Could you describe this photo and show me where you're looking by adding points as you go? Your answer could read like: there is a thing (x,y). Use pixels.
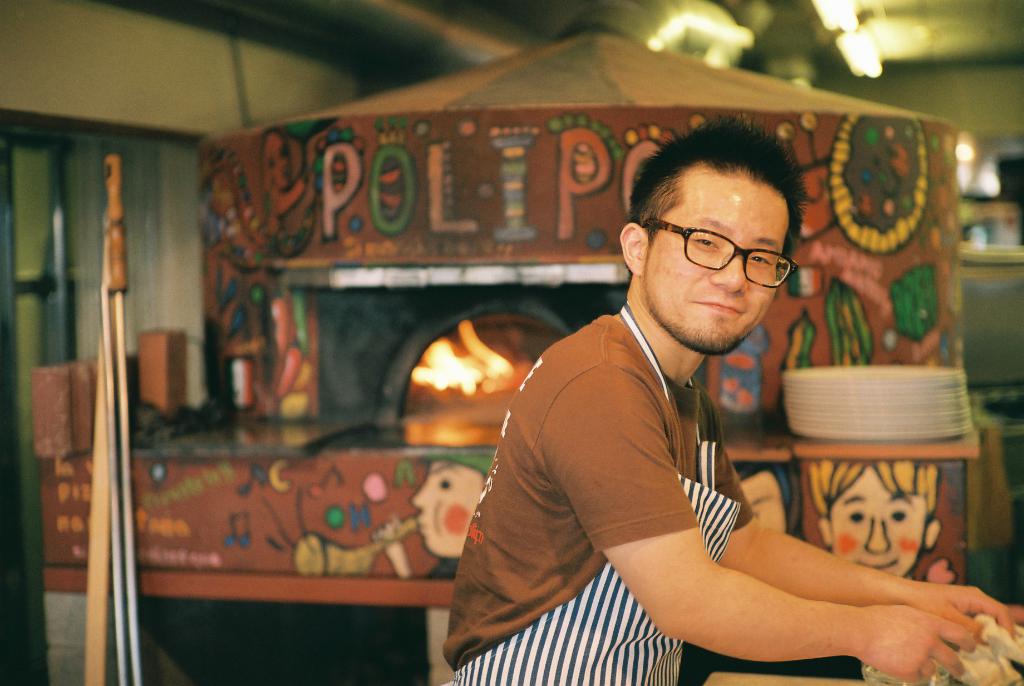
In this picture I can see a man (692,431) is standing and smiling. The man (689,419) is wearing spectacles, an apron (616,609) and a t-shirt (582,495). In the background (425,225) I can see plates (881,409), fire (477,371) and some other objects (510,350).
